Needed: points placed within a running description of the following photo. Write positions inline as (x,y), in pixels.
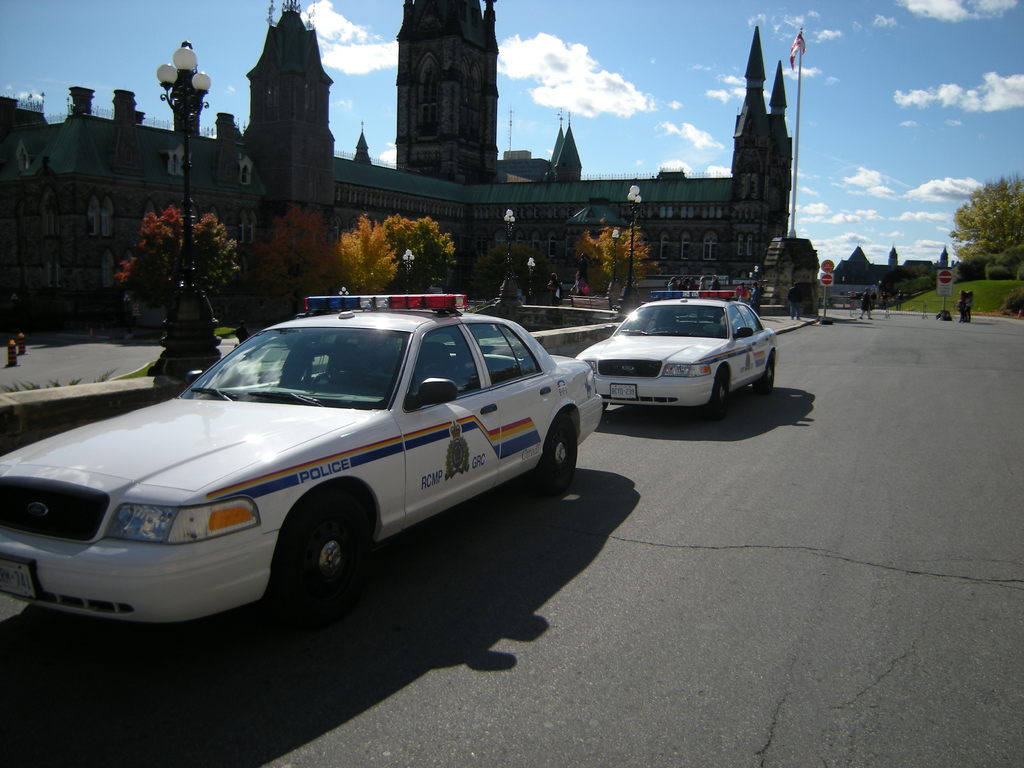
In this image there are cars (603,390) on a road (516,706), beside the cars (265,409) there are light poles (181,303) and plants (523,256), in the background (96,175) there is a big building (667,177), flag pole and a blue sky (730,47) people (705,278) are walking on a road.
